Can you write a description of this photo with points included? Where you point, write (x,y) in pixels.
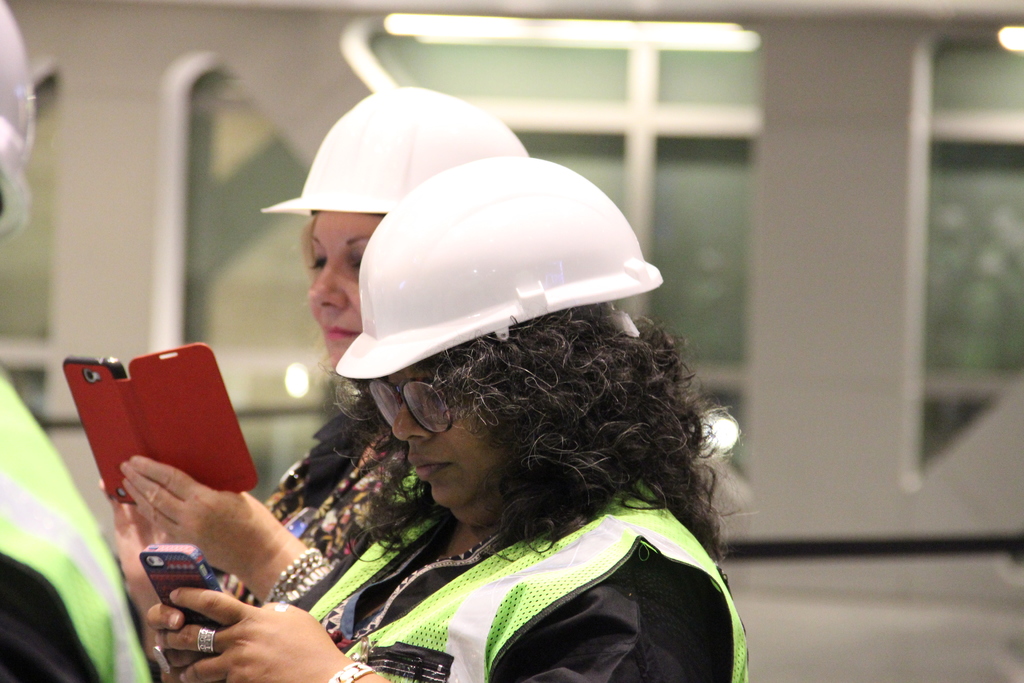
In this image I see 2 women (593,671) who are holding the mobile phones (78,367) in their hands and they are wearing a white helmet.
